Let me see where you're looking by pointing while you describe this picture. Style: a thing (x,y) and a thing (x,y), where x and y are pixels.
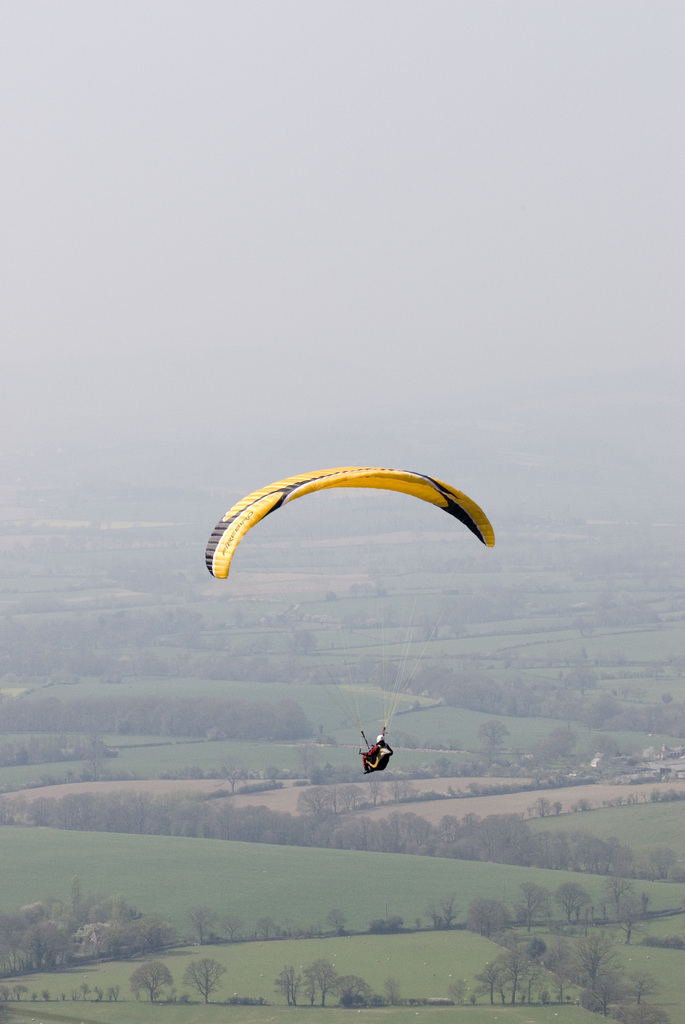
Here a person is paragliding in the air. In the background (364,868) there are trees (573,711), fields (677,988), houses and sky (385,220).
